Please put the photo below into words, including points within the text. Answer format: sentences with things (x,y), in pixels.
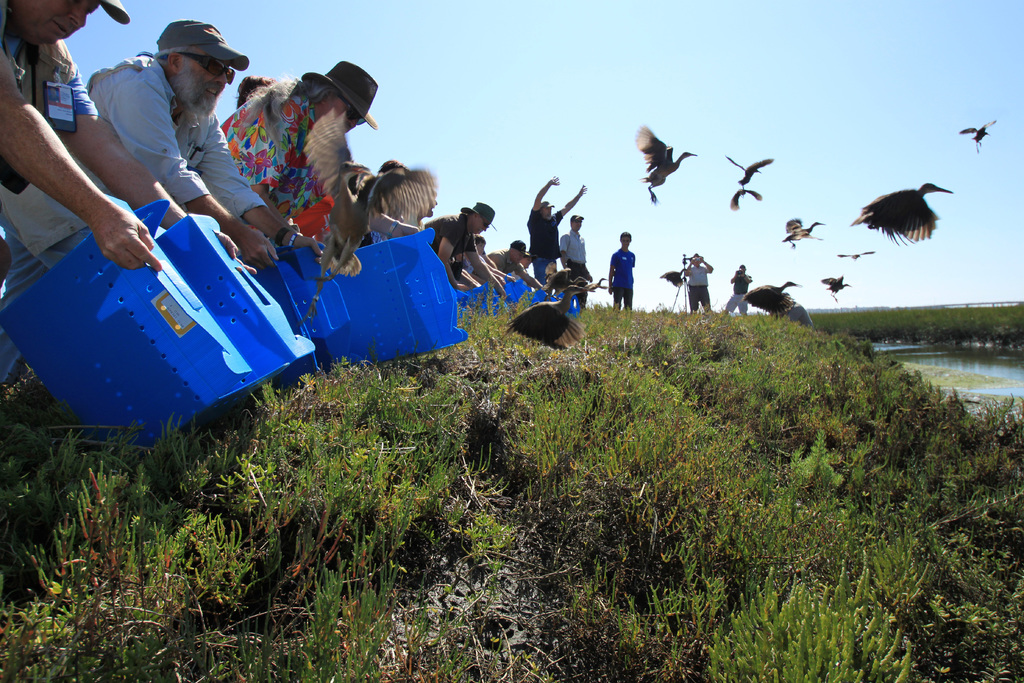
In the foreground (277,145) I can see a group of people (268,157) are holding some objects (260,283) in their hand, grass (544,412) and flocks of birds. In the background (1017,327), I can see water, plants (871,314) and the sky (291,1). This image is taken may be during a sunny day.
